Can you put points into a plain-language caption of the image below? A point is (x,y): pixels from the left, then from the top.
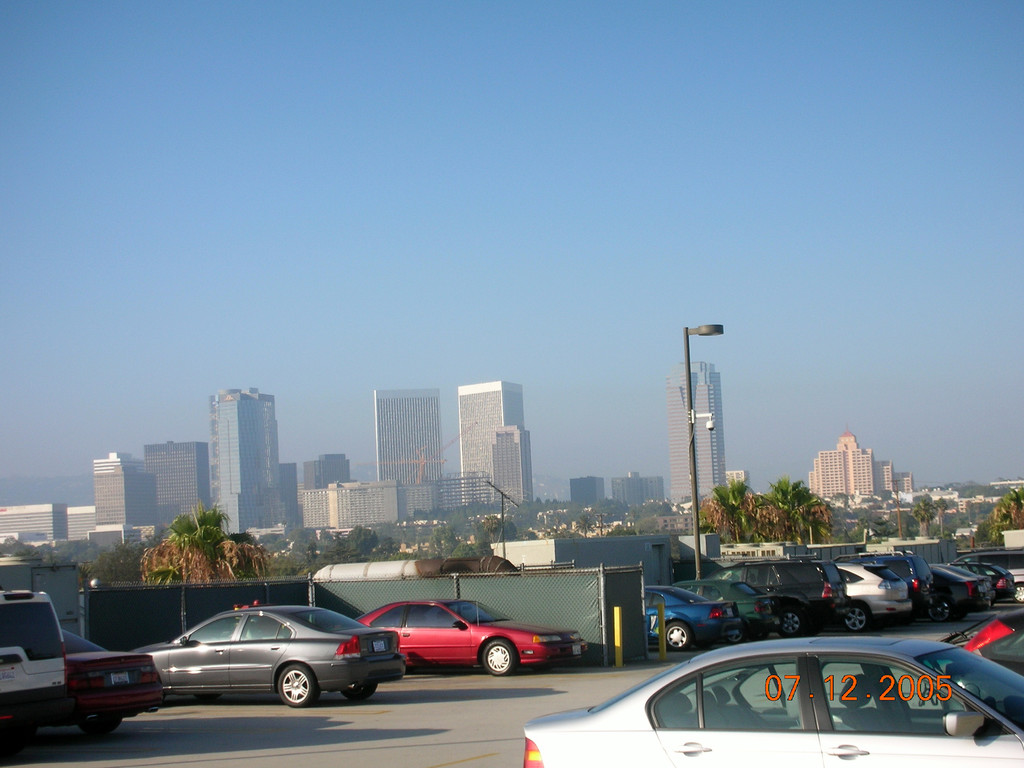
In this image we can see many vehicles (537,640). There is a light pole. There are trees (668,511). In the background (189,474) there are many buildings (318,466). Also there is sky (509,184). In the right bottom corner (828,684) there is watermark (880,683).
